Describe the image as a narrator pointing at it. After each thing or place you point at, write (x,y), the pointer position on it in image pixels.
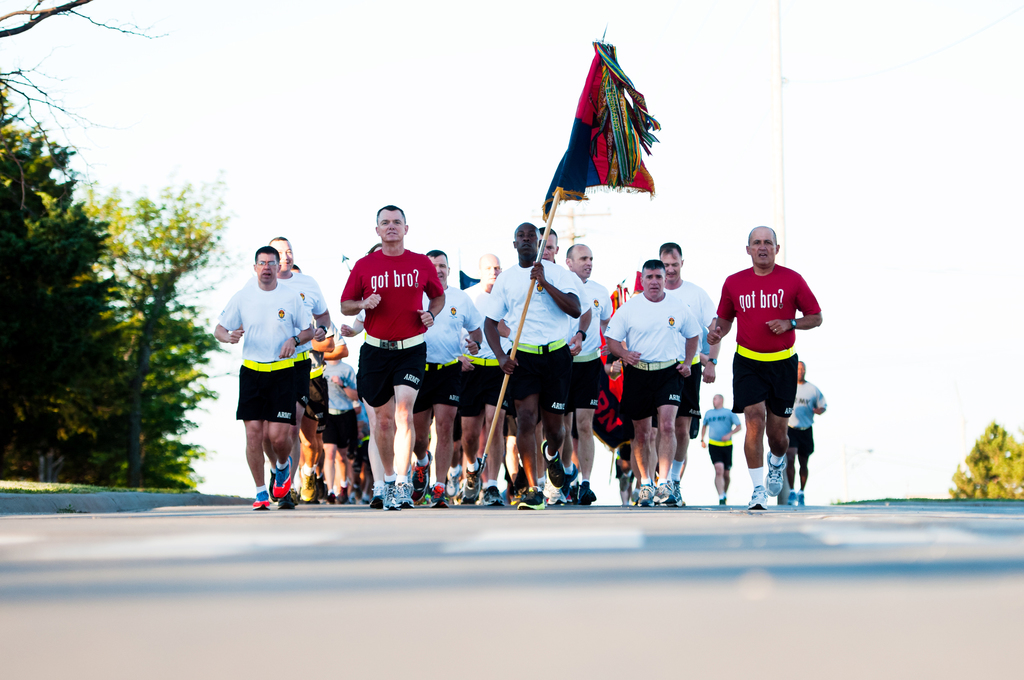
In this image, we can see people (729,423) running and one of them is holding a flag (600,183). In the background (1006,458), there are trees (135,419). At the bottom (419,566), there is a road (630,536) and at the top (464,159), there is sky (498,163).
